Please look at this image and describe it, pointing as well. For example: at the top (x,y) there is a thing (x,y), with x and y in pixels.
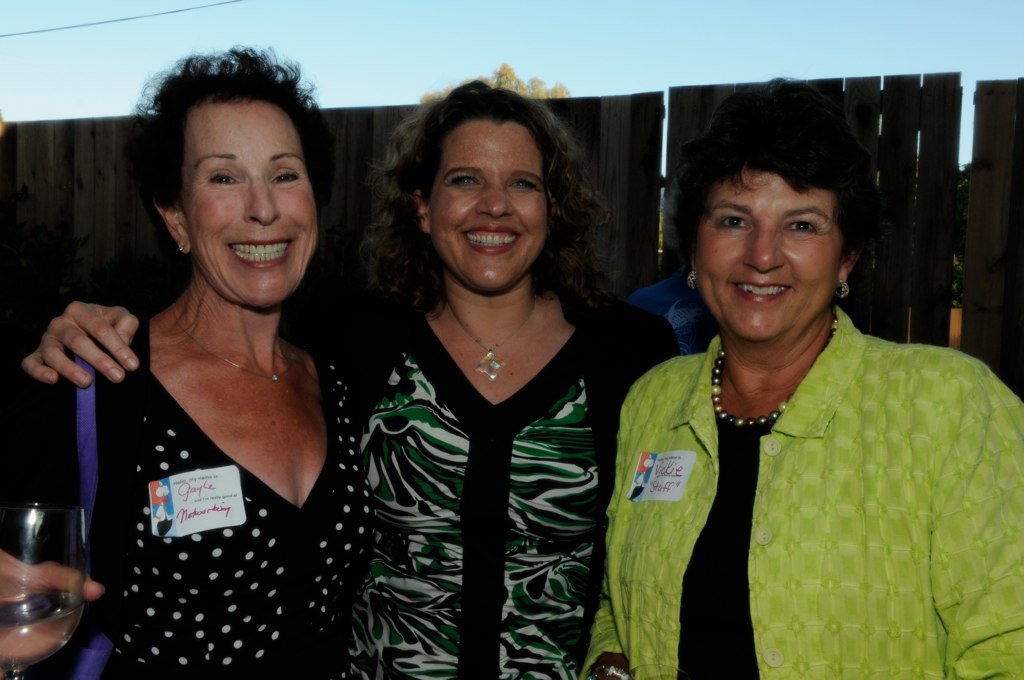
In the foreground of this image (488,550), there are three women (305,521) standing and the left side woman (135,580) is wearing a bag (94,467) and holding a glass (34,550). Behind them, there is a wooden wall (58,200). At the top (390,28), there is the sky (376,31), cable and a tree (514,83).
